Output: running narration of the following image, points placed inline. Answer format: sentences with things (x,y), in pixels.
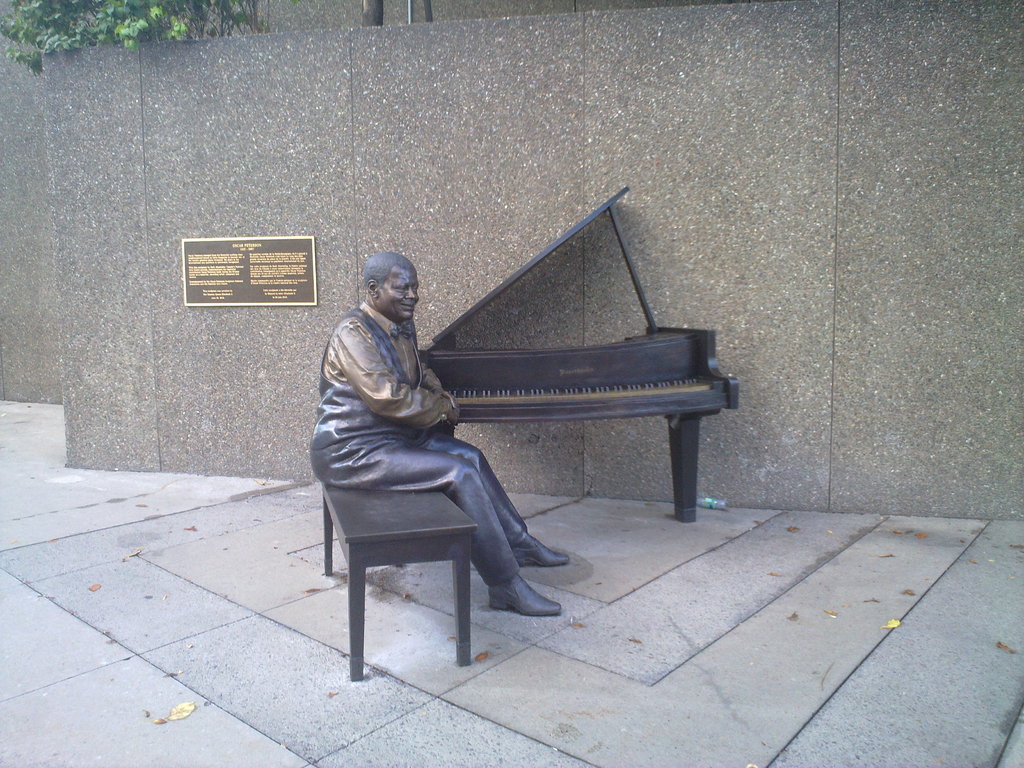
Here we can see a sculpture (458,479), bench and a piano (699,410). In the background (835,187) we can see a wall (308,387), board (244,264), and tree (33,25).
